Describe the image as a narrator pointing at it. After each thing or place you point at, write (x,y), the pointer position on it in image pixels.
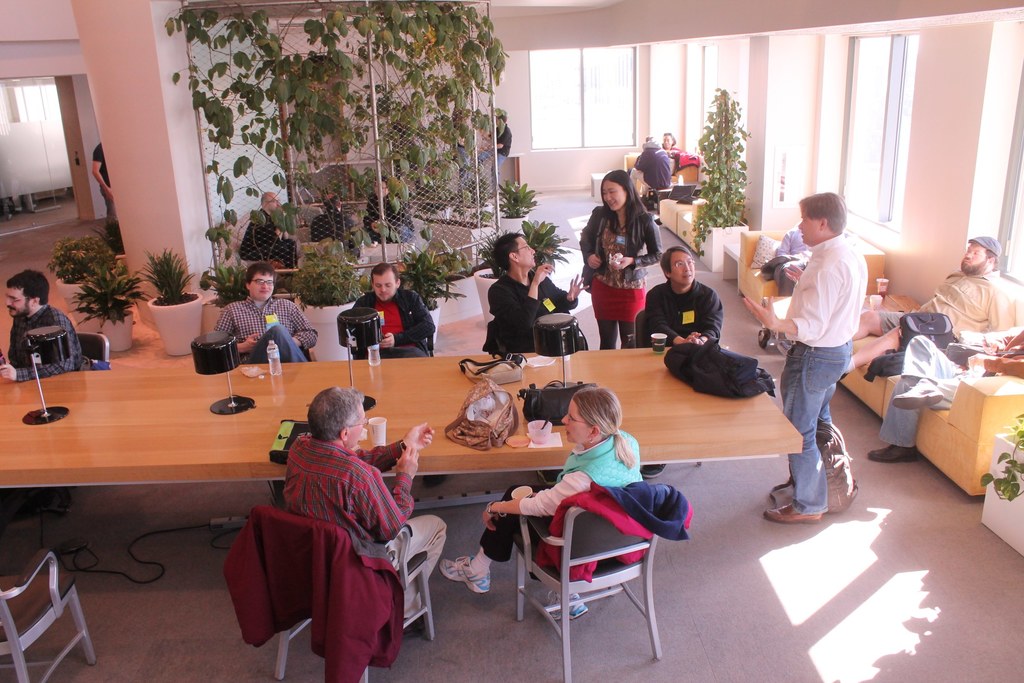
It is an office (733,602), there are group of people (574,468) sitting in front of the table (185,439) and discussing, to the right side (957,473) there are some sofas (934,457) some of the people (949,385) are sitting on the sofas (976,426), behind the table (610,358) there is a grill (470,31) or a mesh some plants (313,121) are inside it, behind them there are few windows (575,76) and a white color wall (523,171).
